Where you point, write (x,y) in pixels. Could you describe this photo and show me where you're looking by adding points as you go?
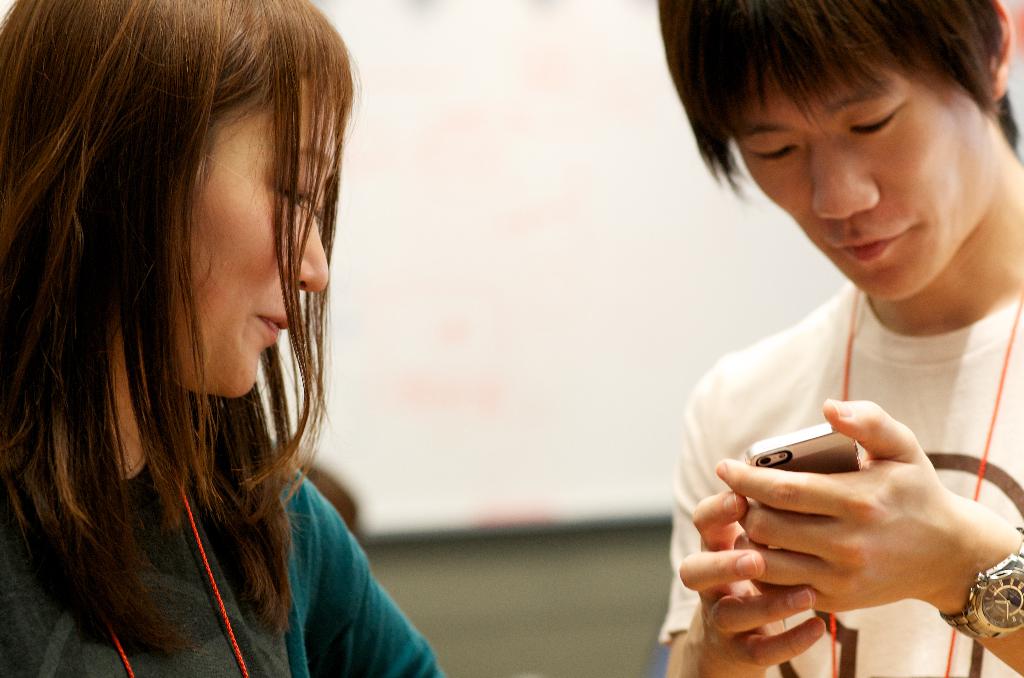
In this image on the right side (835,416) there is one man (805,411) who is holding a phone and looking at phone (783,461) and he is wearing a watch (996,604). On the left side (152,446) there is one woman (202,436), on the background (353,231) there is a wall (453,314).
